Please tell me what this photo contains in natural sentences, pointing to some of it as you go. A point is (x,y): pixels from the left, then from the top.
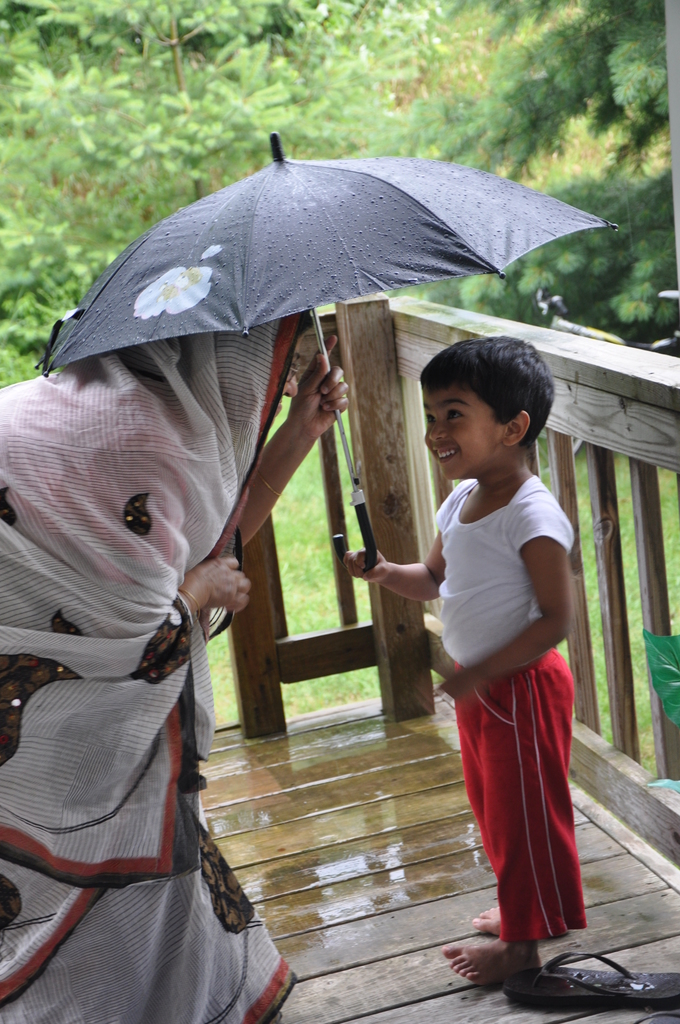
In this image we can see a woman (258,442) holding the umbrella (280,217). We can also see a kid (524,871) standing on the wooden surface (424,970). We can see the footwear (632,1006), wooden railing (596,550), grass (295,570) and also the trees (368,142) in the background (570,96).
